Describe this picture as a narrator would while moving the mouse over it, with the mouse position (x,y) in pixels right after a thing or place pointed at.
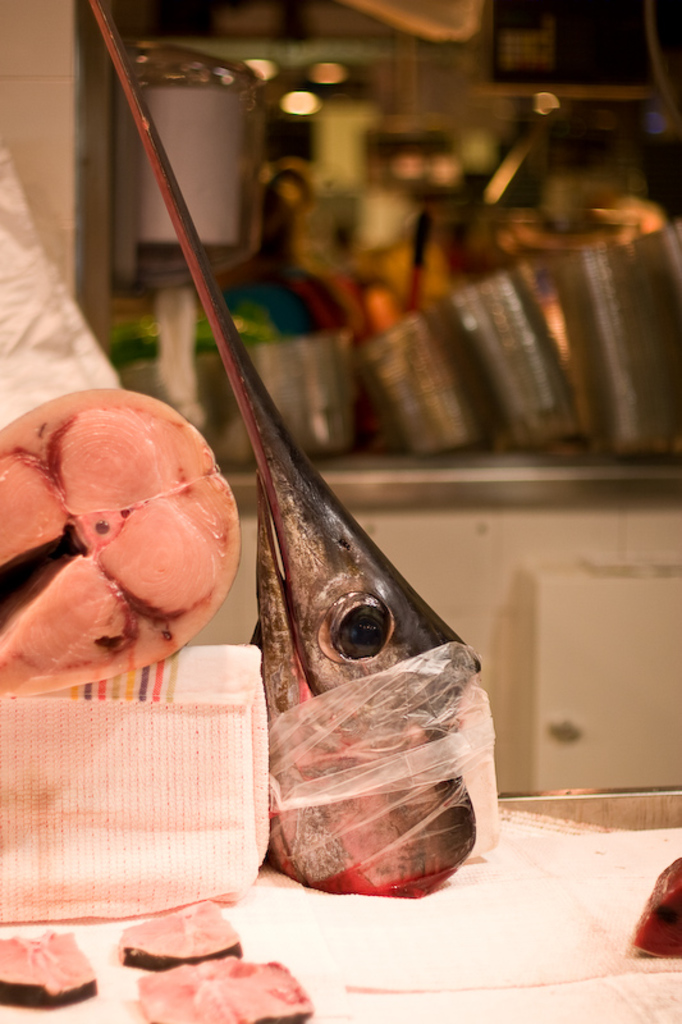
In this image we can see fish body parts (276,587) on the surface (650,882). In the background of the image (434,419) there are utensils (414,350) on the white color platform (482,520).
